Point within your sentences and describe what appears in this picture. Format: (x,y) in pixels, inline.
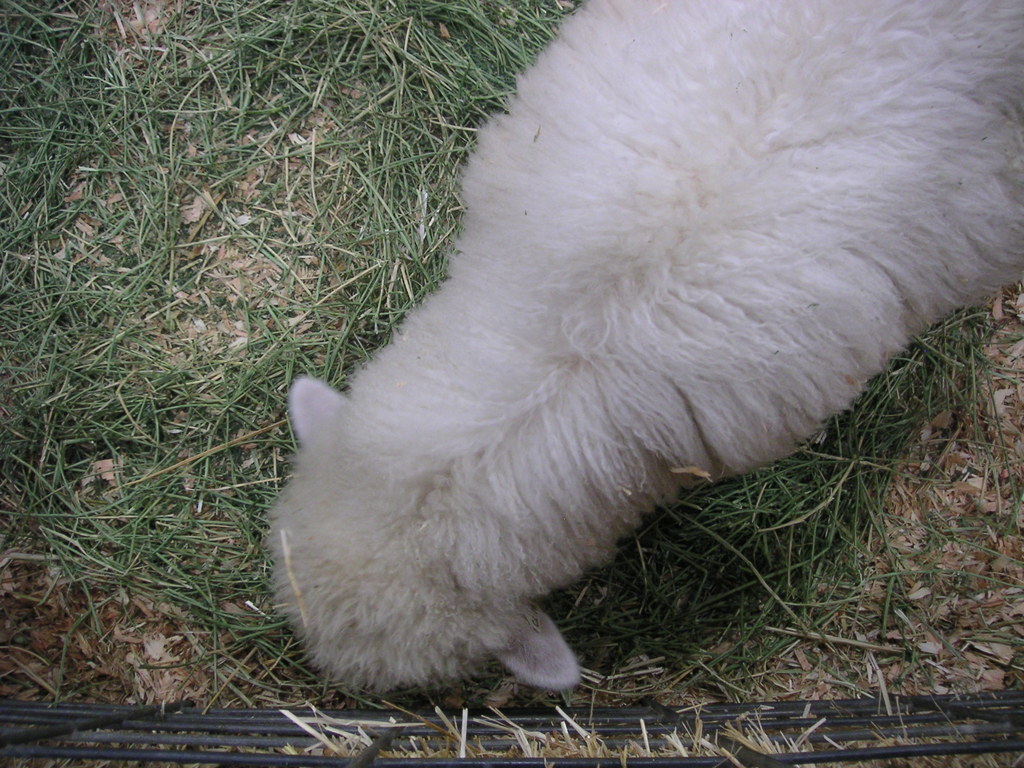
In this picture there is a white lamb (526,546) standing and eating the grass (613,654). At the bottom (597,625) there is grass (221,475). In the foreground (277,710) there is a railing (487,710).
